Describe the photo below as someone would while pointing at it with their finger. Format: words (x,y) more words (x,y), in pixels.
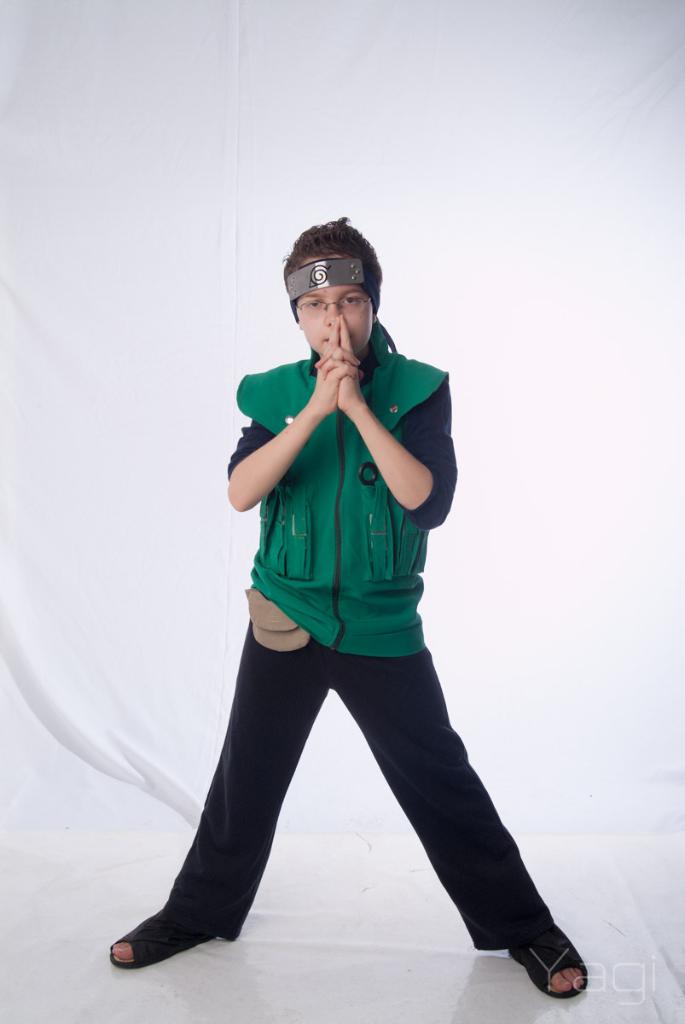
Here in this picture we can see a child (309,424) standing on the floor (282,905) and we can see he is wearing a jacket (352,572) and behind him we can see a curtain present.
